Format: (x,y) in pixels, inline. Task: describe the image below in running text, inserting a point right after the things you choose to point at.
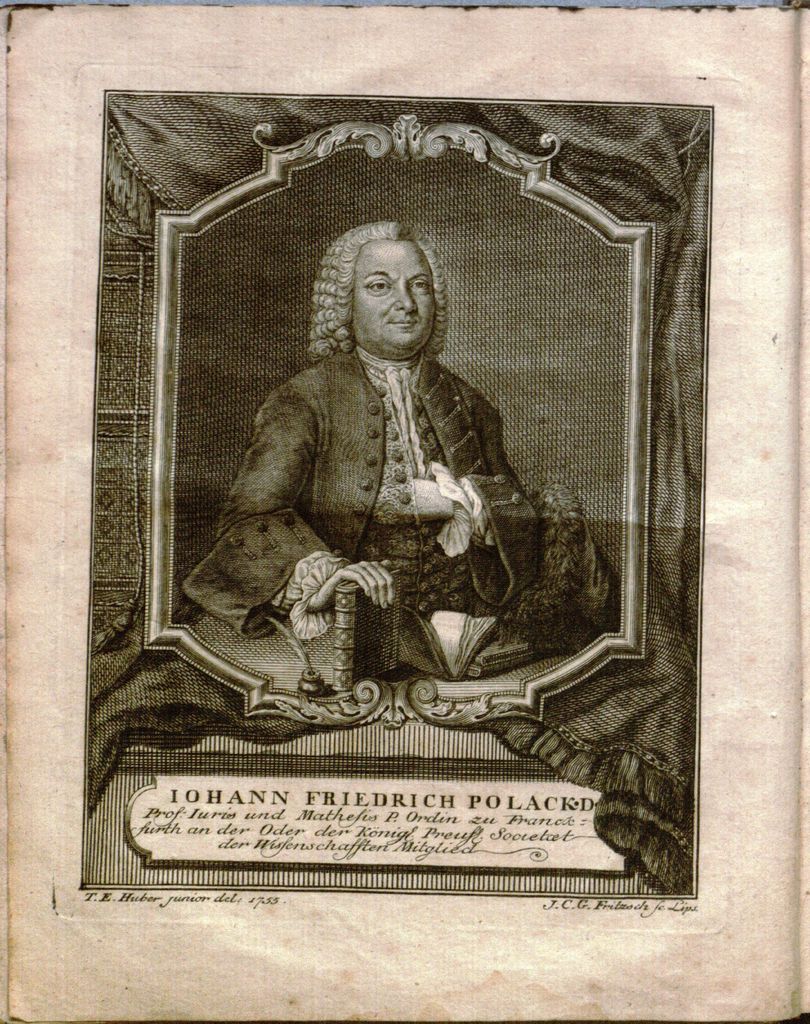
In this image we can see the picture (469,424) of a man (433,250) and some text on the paper (451,75).
